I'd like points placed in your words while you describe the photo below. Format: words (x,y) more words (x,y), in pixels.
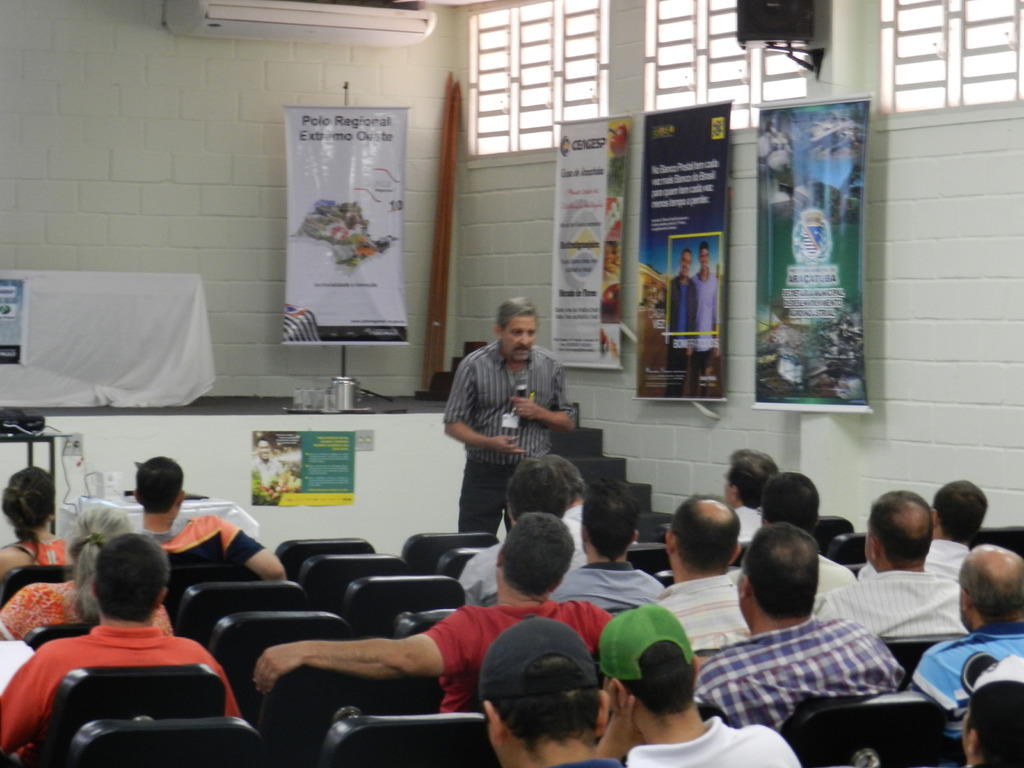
In the foreground (37,490) we can see few persons (962,670) sitting on a chair (900,707). Here we can see a man (525,451) standing and he is speaking on a microphone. Here we can see the hoardings (597,229). Here we can see an air conditioner (407,26) on the wall (301,45) and it is on the top left side (283,8). Here we can see a table (117,271) which is covered with a white cloth (126,329). Here we can see a projector (37,429) on the table (51,440) and it is on the left side (25,438). Here we can see the glass windows (532,125) on the right side (1000,46).
